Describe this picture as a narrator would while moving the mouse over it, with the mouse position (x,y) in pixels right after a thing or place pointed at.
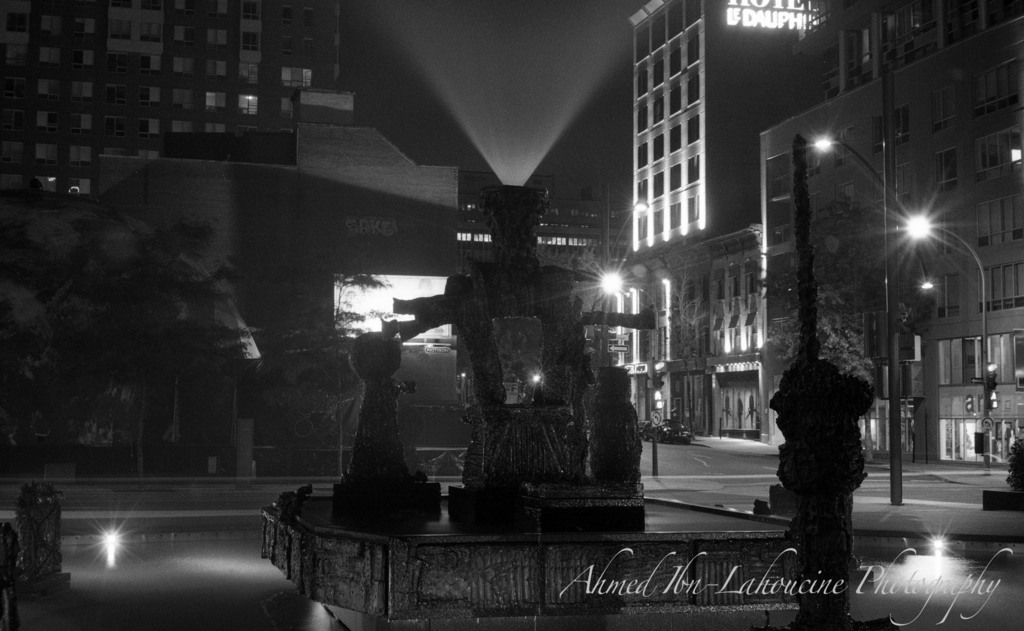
In this image we can see buildings (623,253), here is the window (957,344), here is the pole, here are the lights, here is the traffic signal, here it is black and white.
